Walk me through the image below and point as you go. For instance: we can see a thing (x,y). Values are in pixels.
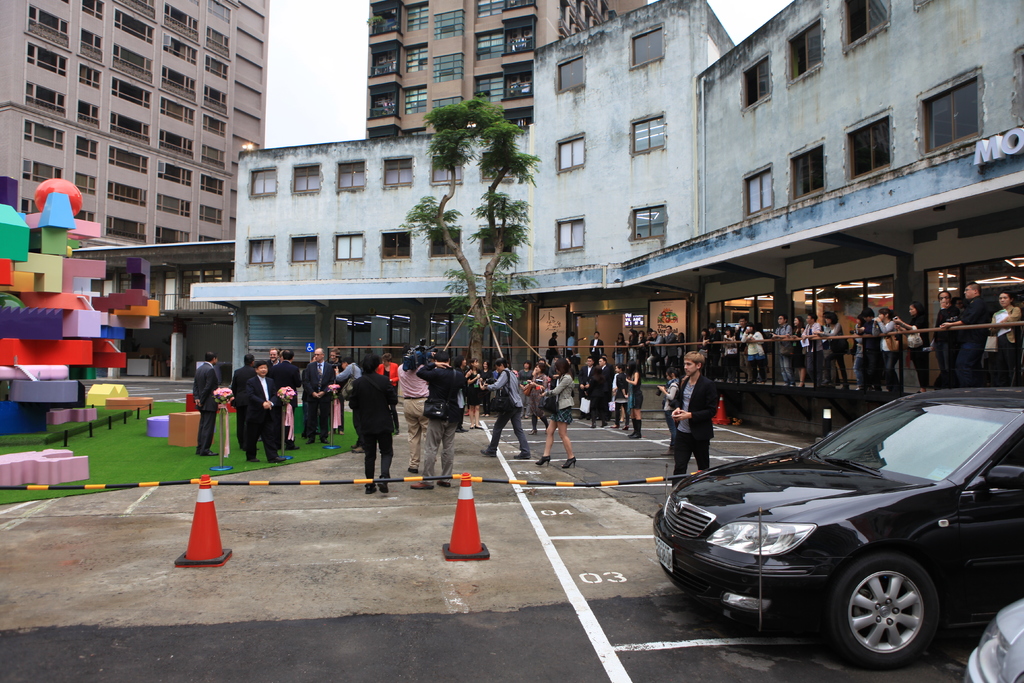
In this image we can see many people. There are few buildings (552,133) in the image. There is a grassy land (171,463) in the image. There is a sky (319,78) in the image. There is a road safety cones (469,511) in the image. There is a road (577,416) in the image. There is a tree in the image.
